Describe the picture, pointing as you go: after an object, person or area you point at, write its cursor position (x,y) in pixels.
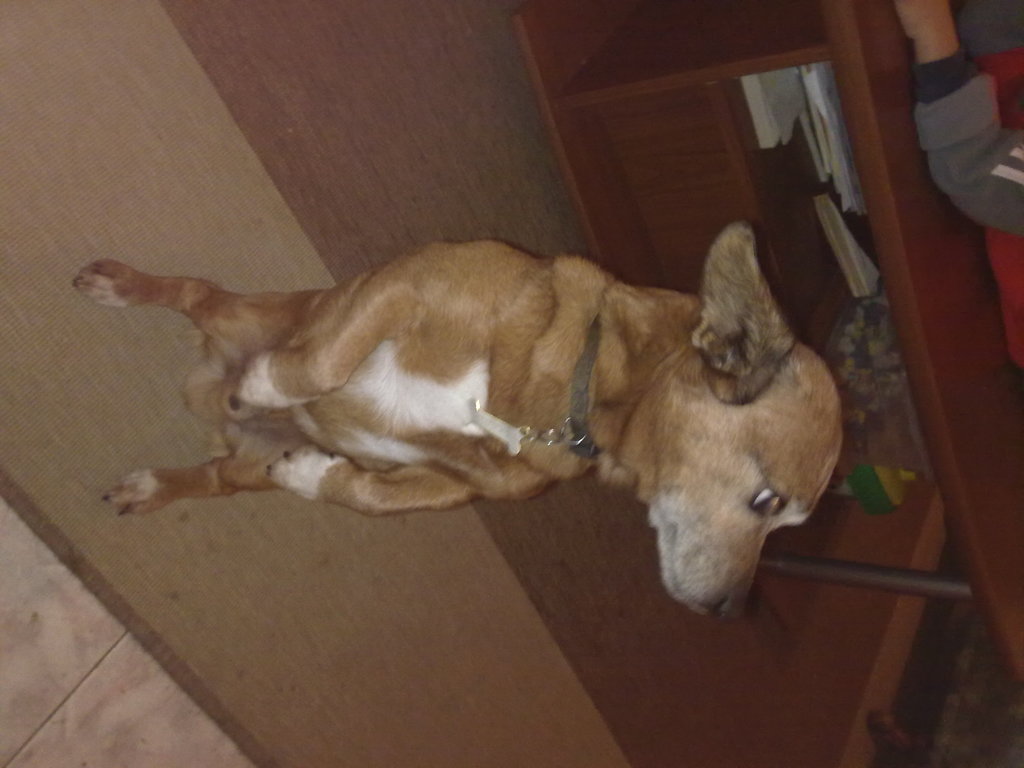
In the foreground of the image (508,437), there is a dog (297,463) sitting on the floor (317,529). In the background (816,67), there is person (970,141) at the table (939,243) and under the table (882,257), in the shelf (787,196), there are few objects (831,233).
